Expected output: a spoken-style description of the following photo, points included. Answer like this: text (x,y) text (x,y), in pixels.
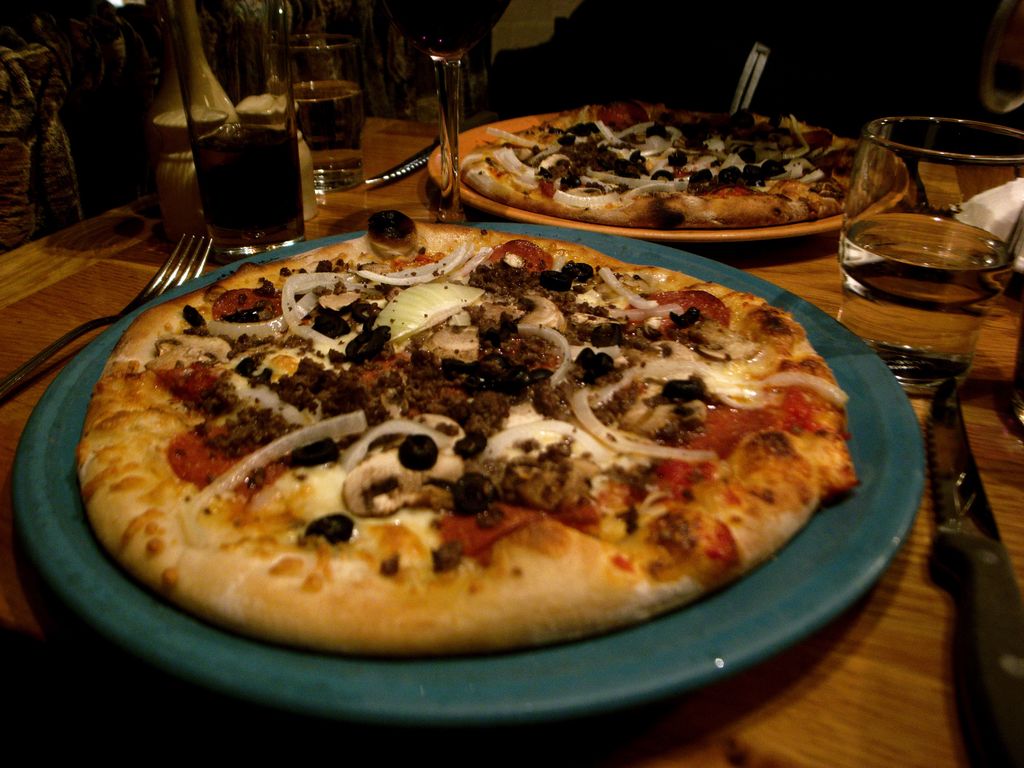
There are two plates (690,267), which contain two pizzas (588,602). I can see the glasses (281,206), fork (205,258), knife (989,625), a glass of water (918,324), plates (157,341) and few other things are placed on the table (893,693). The background (878,53) looks blurry.
